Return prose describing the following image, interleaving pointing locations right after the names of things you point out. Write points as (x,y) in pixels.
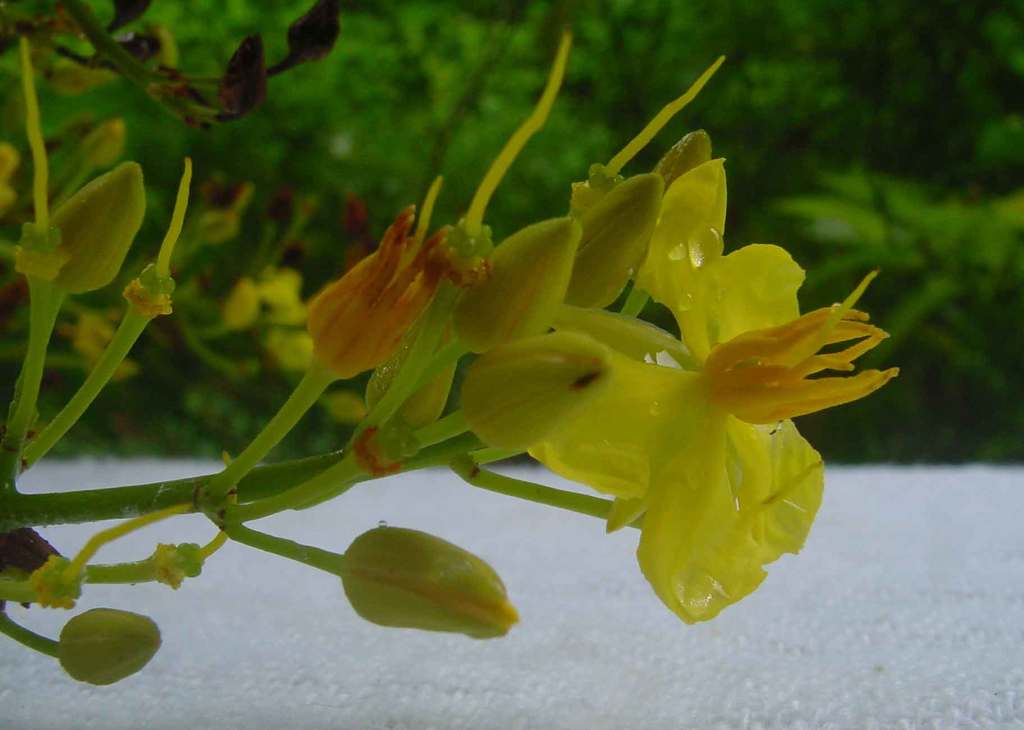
In the image there is a part of a plant (491,348) and under the plant (121,502) there is a white surface (540,508) and the background (172,382) is blurry.
